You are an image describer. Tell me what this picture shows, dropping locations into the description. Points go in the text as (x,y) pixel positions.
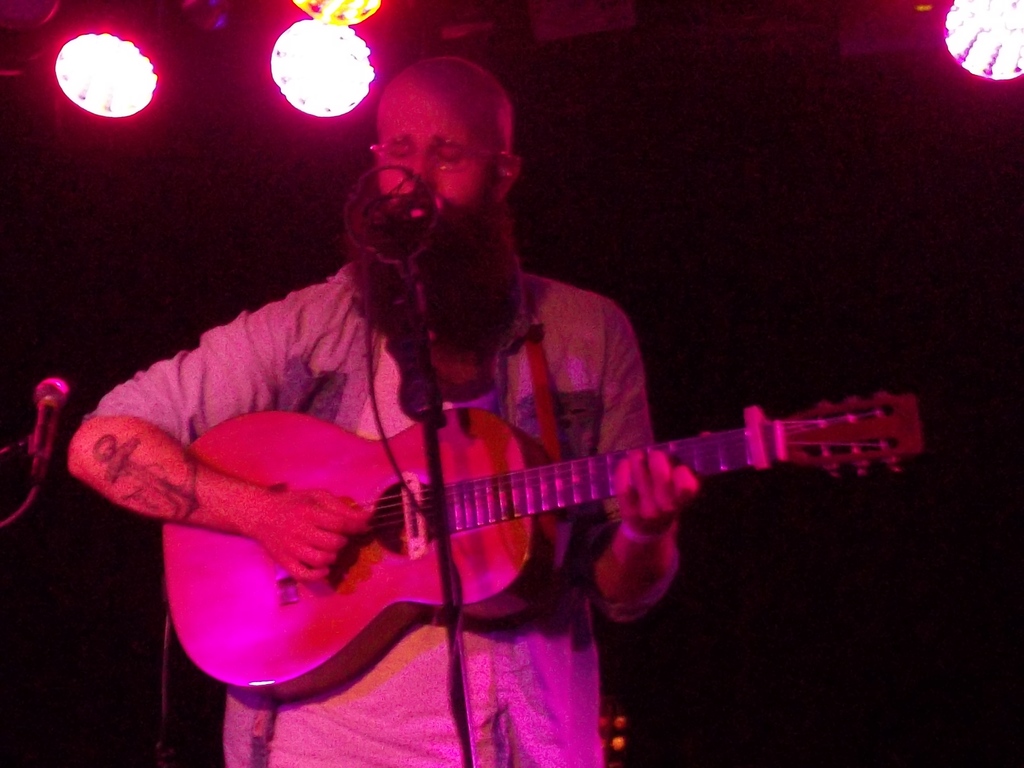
In the picture a person (376,353) is playing guitar (478,523) with microphone (422,209) in front of him there are some lights (346,35) present above the person (446,110).
